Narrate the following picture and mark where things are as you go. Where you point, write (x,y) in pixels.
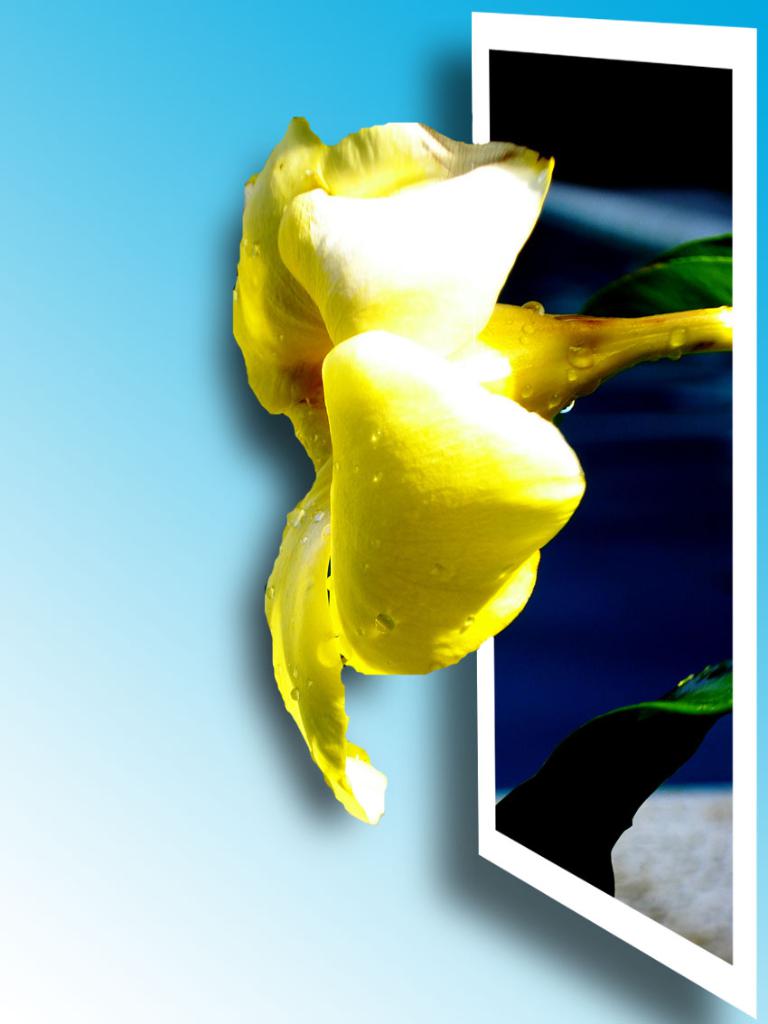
In this picture we can see a yellow flower (390,394) with green leaves (731,281) and blue background (5,139).
